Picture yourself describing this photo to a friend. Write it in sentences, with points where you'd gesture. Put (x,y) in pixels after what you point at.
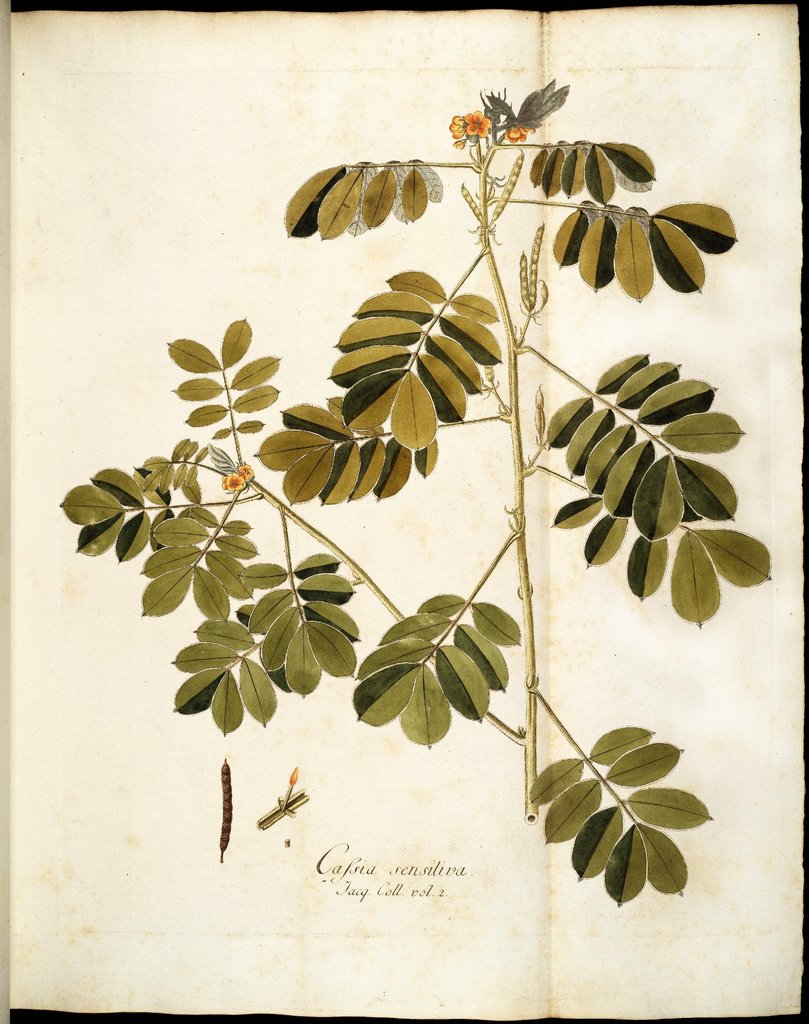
This image consists of a paper (319,553) with an image (206,534) of a plant (509,639) with stems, green leaves (442,414), flowers (478,128) and beans (539,261) and there is a text (381,864) on it.
